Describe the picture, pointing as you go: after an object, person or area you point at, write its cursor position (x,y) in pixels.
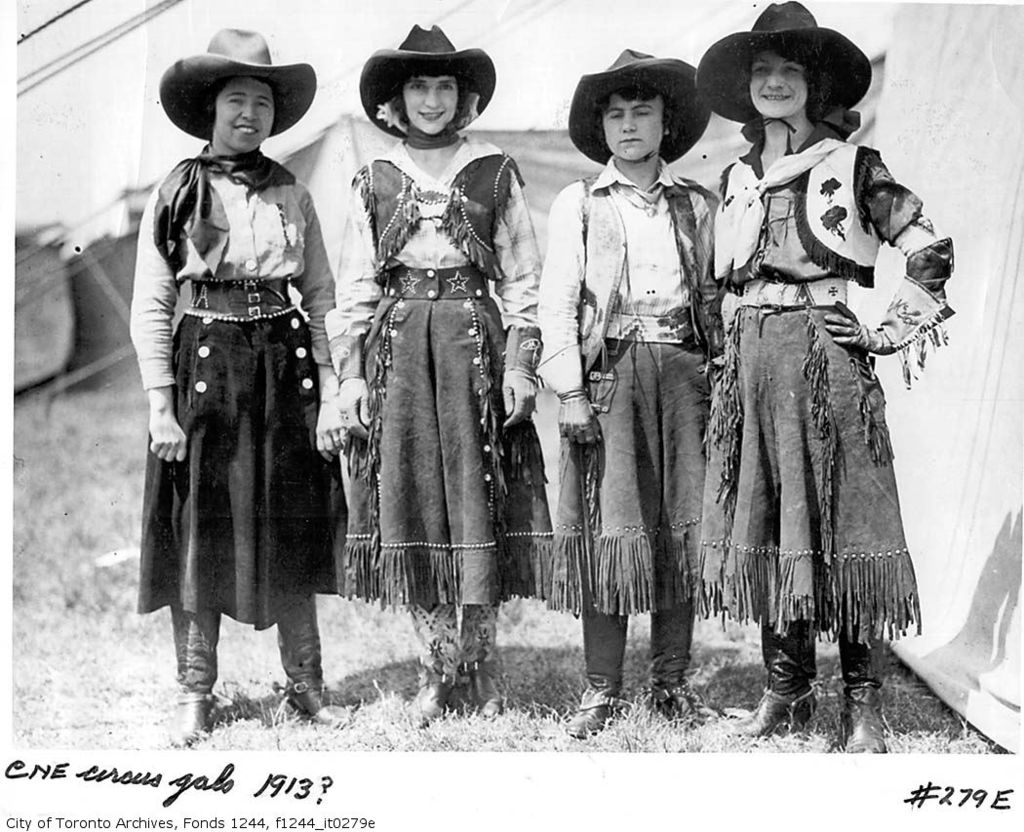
This is a black and white image. In the center (603,520) we can see the group of people (675,134) wearing hats (843,67) and dresses (456,356) and standing on the ground (915,696). In the background (53,444) we can see the grass (108,673), tents (949,113) and some other objects (130,333). At the bottom (179,789) there is a text (194,777) on the image.
